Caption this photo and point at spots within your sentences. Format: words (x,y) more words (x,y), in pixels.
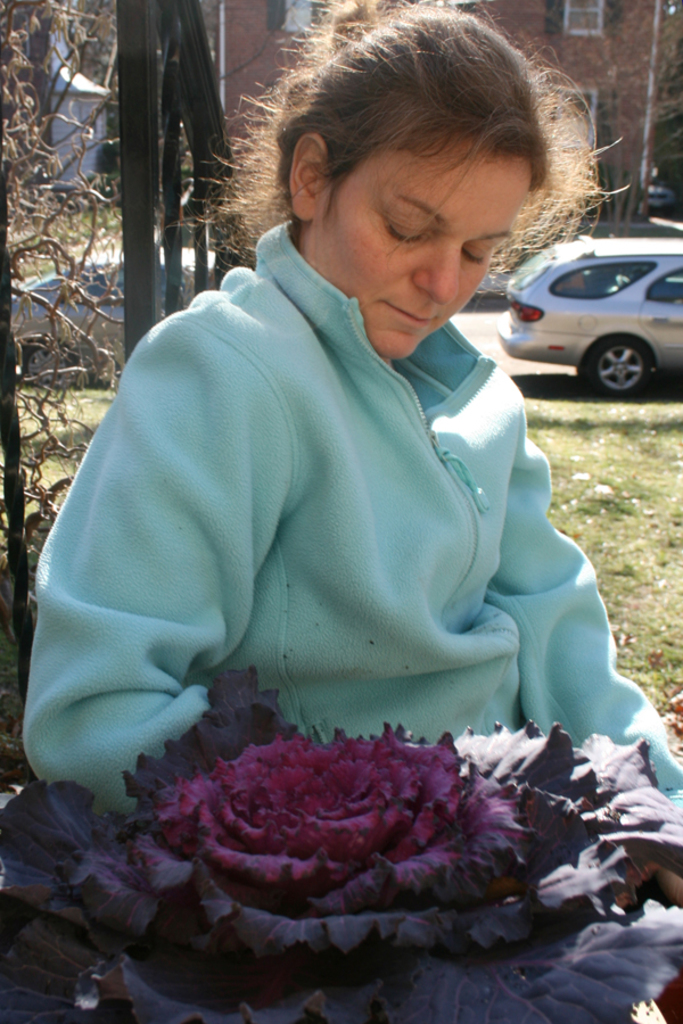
In this picture I can see a woman (210,475) in front (483,583) and I see that, she is wearing a blue color jacket (195,458) and side to her, I can see a plant (287,754) and I can see a flower (298,748) on it. In the background (29,506) I can see the fencing (15,527), grass (45,468), a car (674,267) and a building (305,13).
